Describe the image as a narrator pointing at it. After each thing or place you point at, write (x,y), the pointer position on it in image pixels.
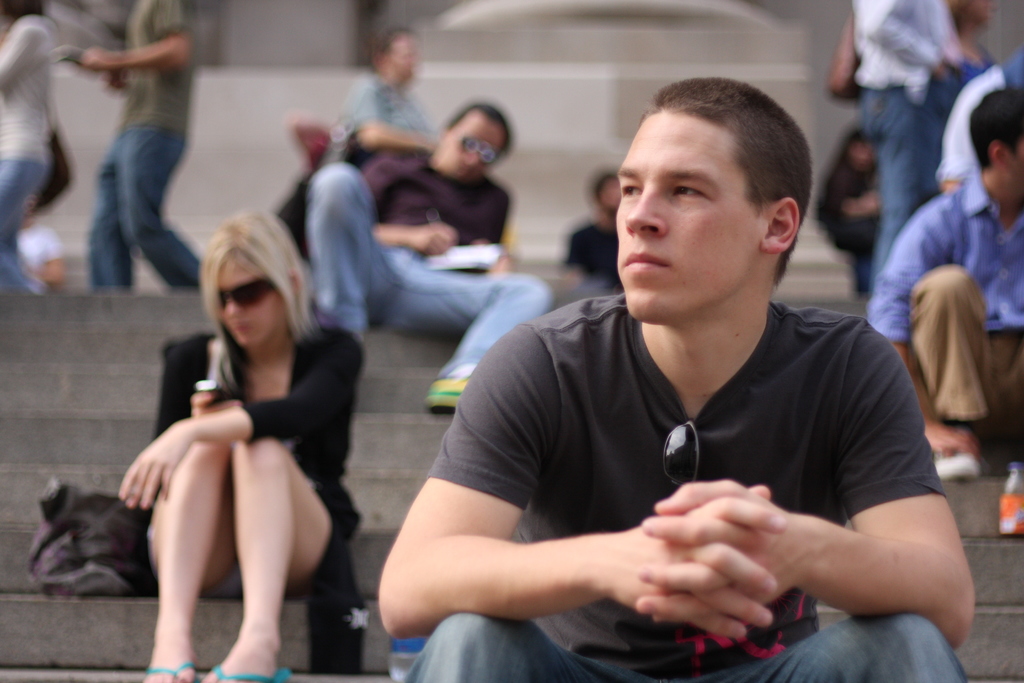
There is a man (558,444) sitting in the foreground area of the image (666,356), there are people (944,361) sitting on the stairs (69,667) in the background (464,317).
